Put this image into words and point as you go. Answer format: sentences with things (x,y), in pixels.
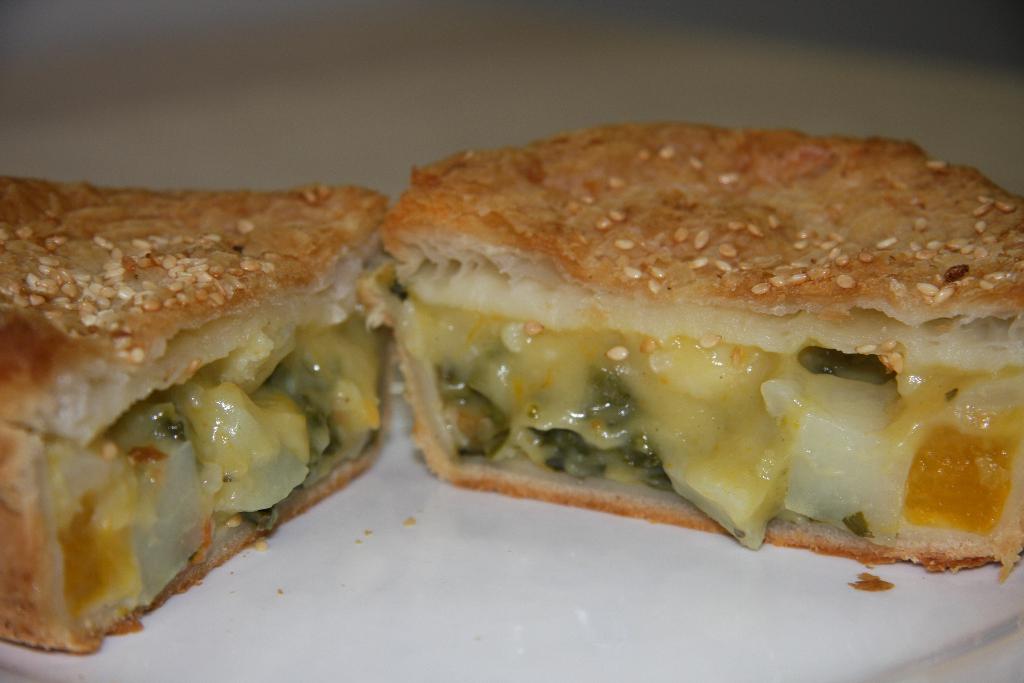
In the image there is a veg pie slice (558,264) on a plate (615,670).
